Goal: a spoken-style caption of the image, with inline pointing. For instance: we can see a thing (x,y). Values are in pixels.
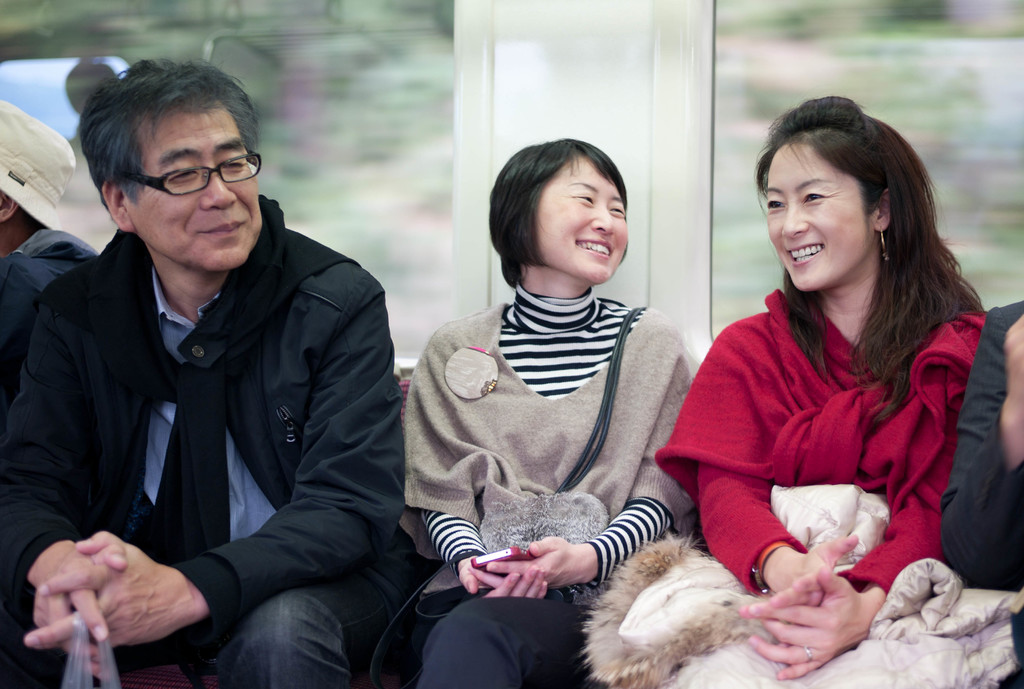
In this picture there are three people (546,437) sitting and smiling. On the left side of the image (4,324) there is a person (41,278) sitting. On the right side of the image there is a person (957,523) sitting. At the back (397,169) there are trees (266,106) behind the glass (342,99). At the top (39,95) there is a window (42,74).
